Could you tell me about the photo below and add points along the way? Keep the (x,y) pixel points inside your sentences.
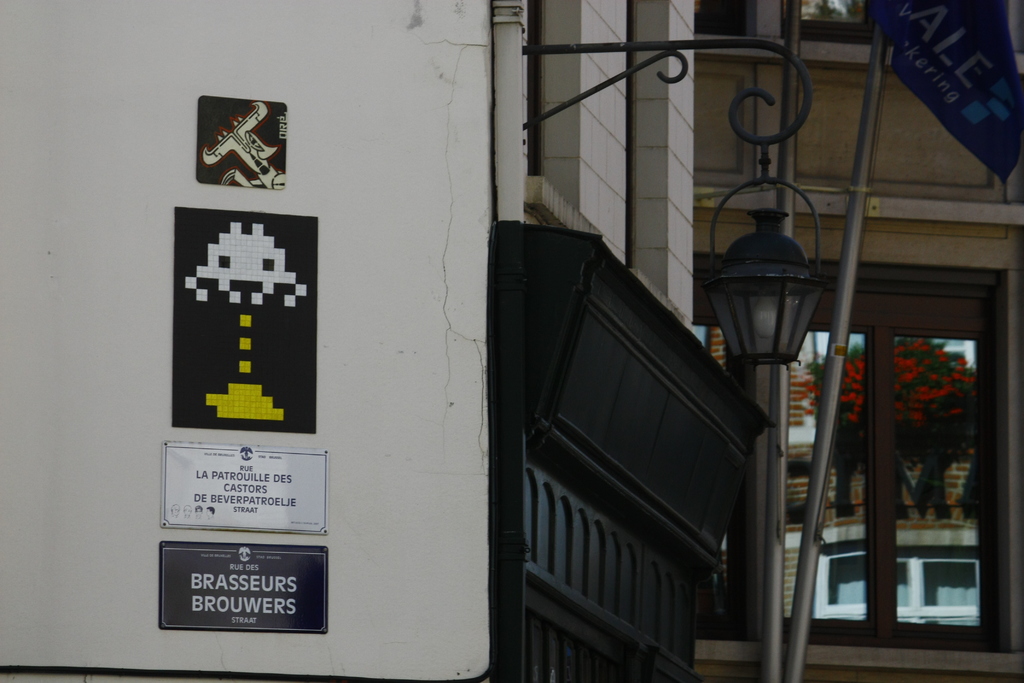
In this image I can see on the left side (288,379) there are boards (277,480) that are stick to this wall (388,333). On the right side (928,304) there is a lamp (744,248) and glass windows (885,586).
